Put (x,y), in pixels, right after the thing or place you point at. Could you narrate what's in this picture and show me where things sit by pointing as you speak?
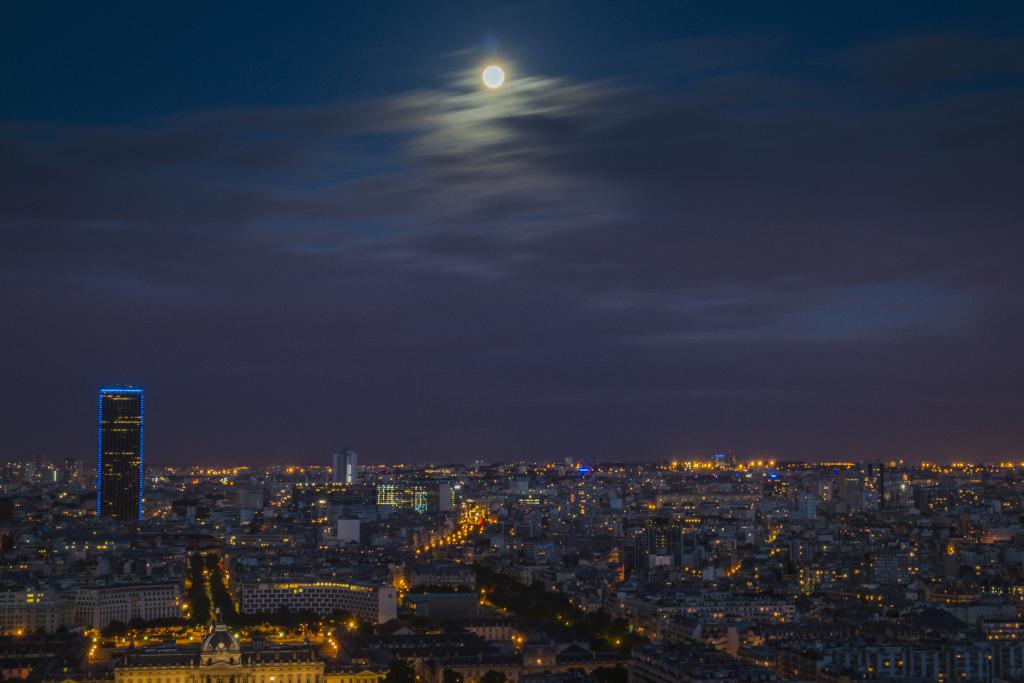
In this picture we can see buildings (428,531), lights (163,479) and in the background (728,346) we can see the sky (391,171) with clouds (900,171).
